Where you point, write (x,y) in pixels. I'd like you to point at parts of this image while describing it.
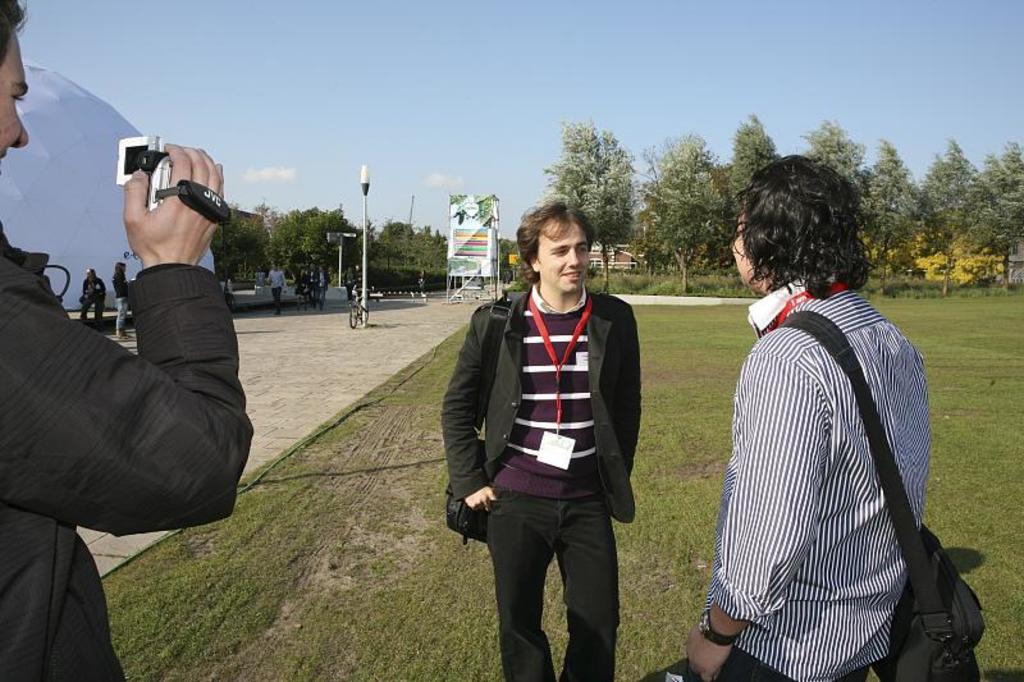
In the image we can see there are people (582,437) standing and there is a man (148,245) holding video camera (171,189) in his hand (141,200). There is a ground (399,573) covered with grass (410,561) and the people (565,371) are wearing id cards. There are street light poles (364,184) and there are people (276,295) standing on the road (273,317). Behind there is a building (81,158) and there are trees (308,245). The sky (434,130) is clear.
